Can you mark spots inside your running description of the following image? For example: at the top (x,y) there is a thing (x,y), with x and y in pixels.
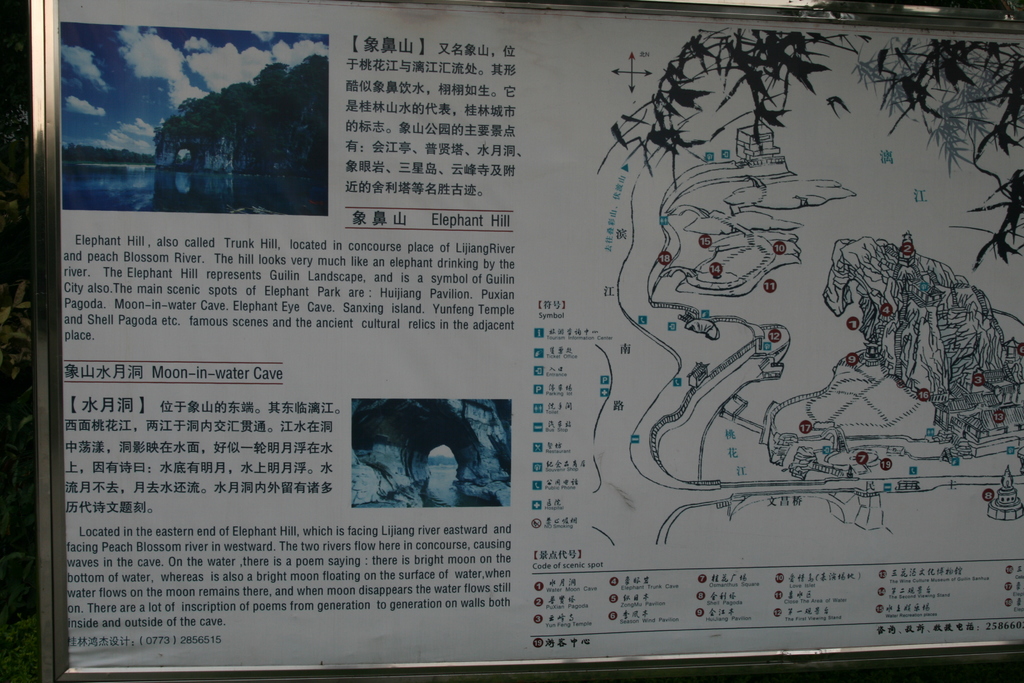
In this picture I can see a board (730,259) and on the right side of this board (738,238) I can see the map (761,219) and on the left side of this board (316,227) I can see 2 pictures (411,434) and something is written.
